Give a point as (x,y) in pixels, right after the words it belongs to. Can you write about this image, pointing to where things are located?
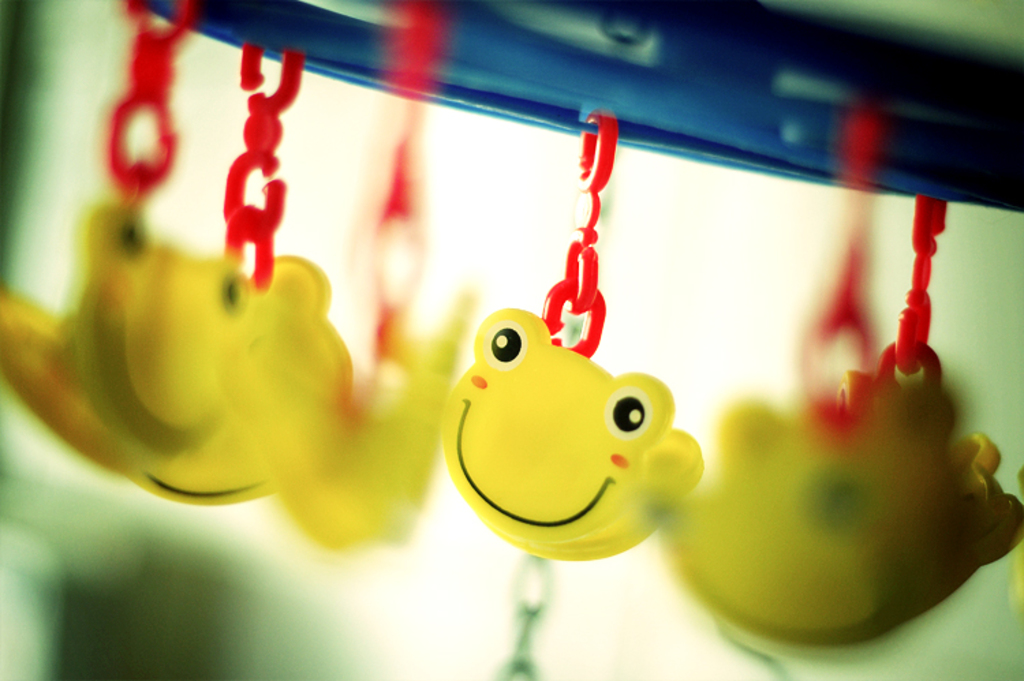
In this picture we can see some toys (334,442) which are chained to an object (555,86). Behind the toys (394,439) there is the blurred background (241,603).
